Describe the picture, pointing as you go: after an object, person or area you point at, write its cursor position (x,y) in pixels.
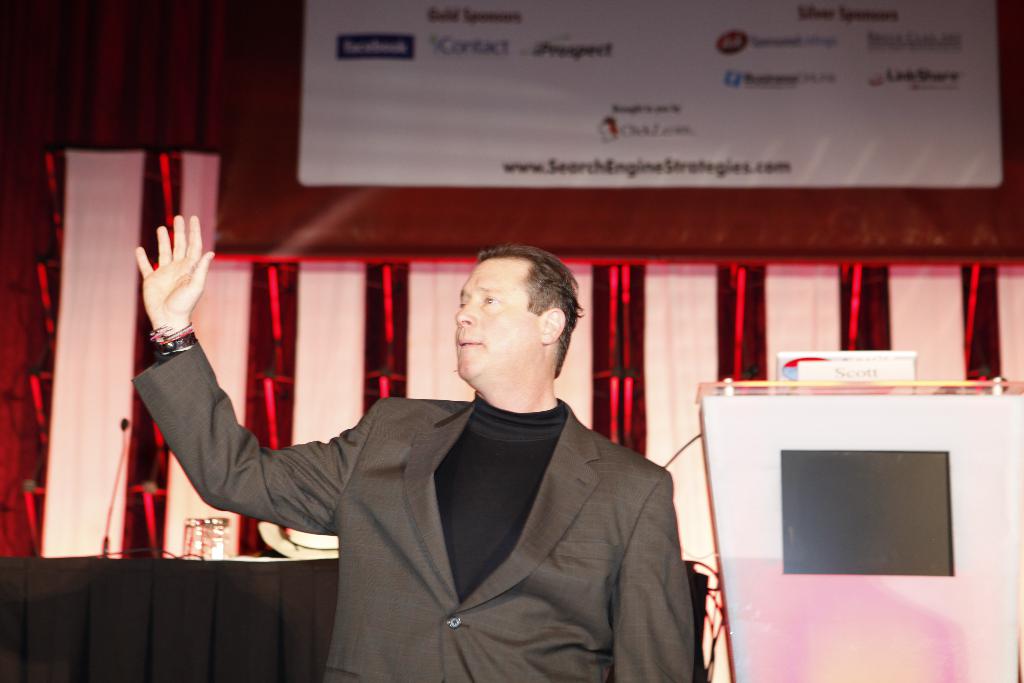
In the middle of this image (537,318), there is a person (197,251) in a suit (667,621), shaking hand (195,226). Beside him, there is a stand (941,389) on which there is an object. In the background (443,14), there are two glasses (196,533) and a mic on a table (16,566) and there is a banner (429,63).
